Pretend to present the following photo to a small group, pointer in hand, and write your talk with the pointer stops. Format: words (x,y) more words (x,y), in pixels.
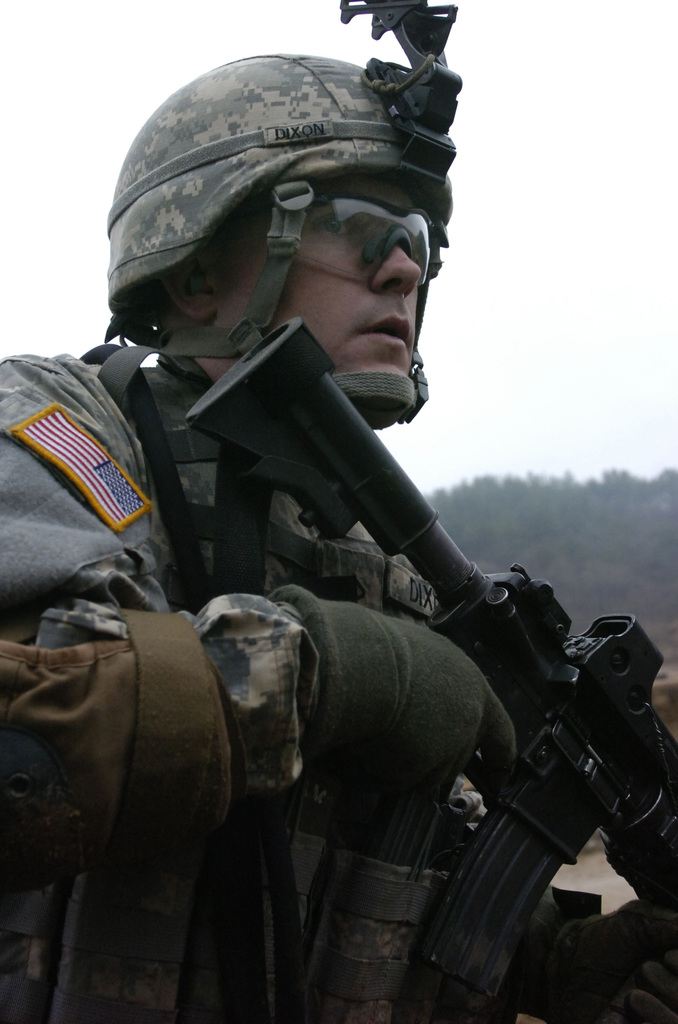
In the image there is a man (380,916) holding a gun (516,851) in his hands (442,702). He kept goggles (339,205) and there is a helmet (326,177) on his head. Behind him there are trees (467,524). And also there is sky (567,412).
